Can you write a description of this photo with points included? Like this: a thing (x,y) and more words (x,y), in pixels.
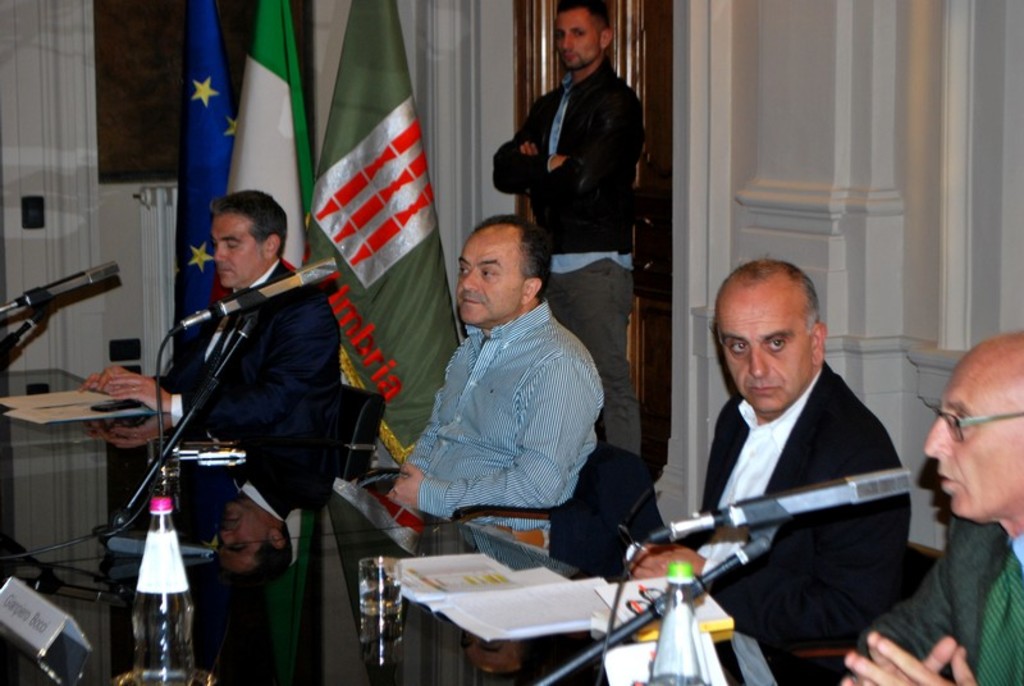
In the foreground of this image (524,336), there are four men (904,626) sitting on the chairs (602,519) in front of a table (264,565) on which there are mics (48,297), bottles (686,636), glasses (361,603), few books (449,587), papers (501,612) and a board (41,606). In the background (594,180), there is a man (596,185) standing, a door (652,46), wall (684,83) and the three flags (276,133).
